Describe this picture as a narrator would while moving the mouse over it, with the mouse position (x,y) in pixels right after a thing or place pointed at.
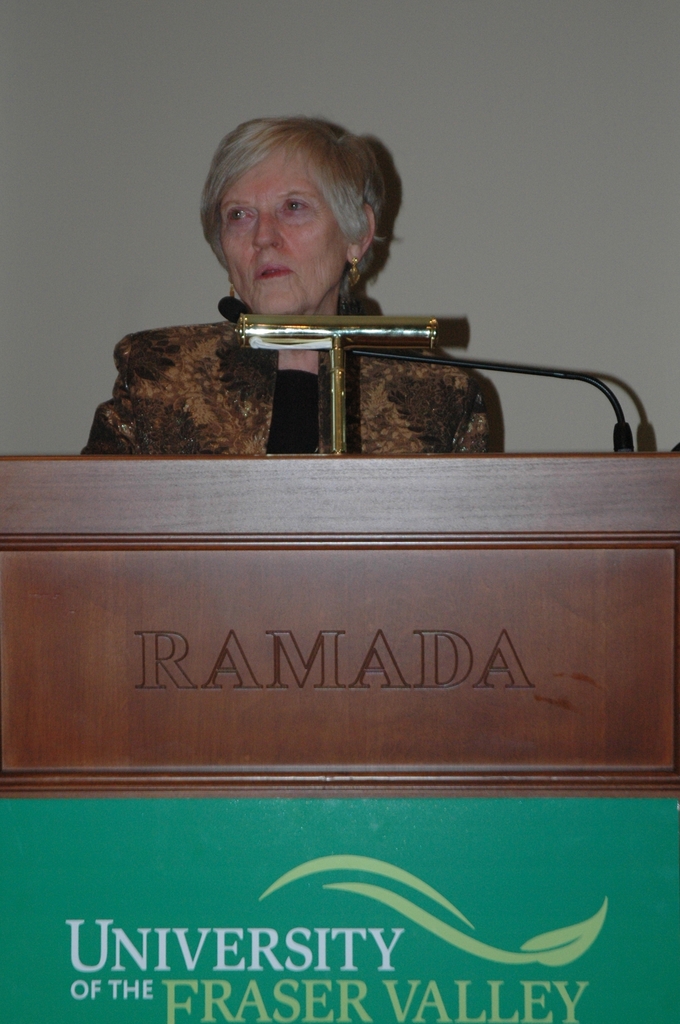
In the center of the image (239,386) there is a woman (197,334) standing at the desk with the mic (476,361). In the background (444,72) there is a wall (229,70).
